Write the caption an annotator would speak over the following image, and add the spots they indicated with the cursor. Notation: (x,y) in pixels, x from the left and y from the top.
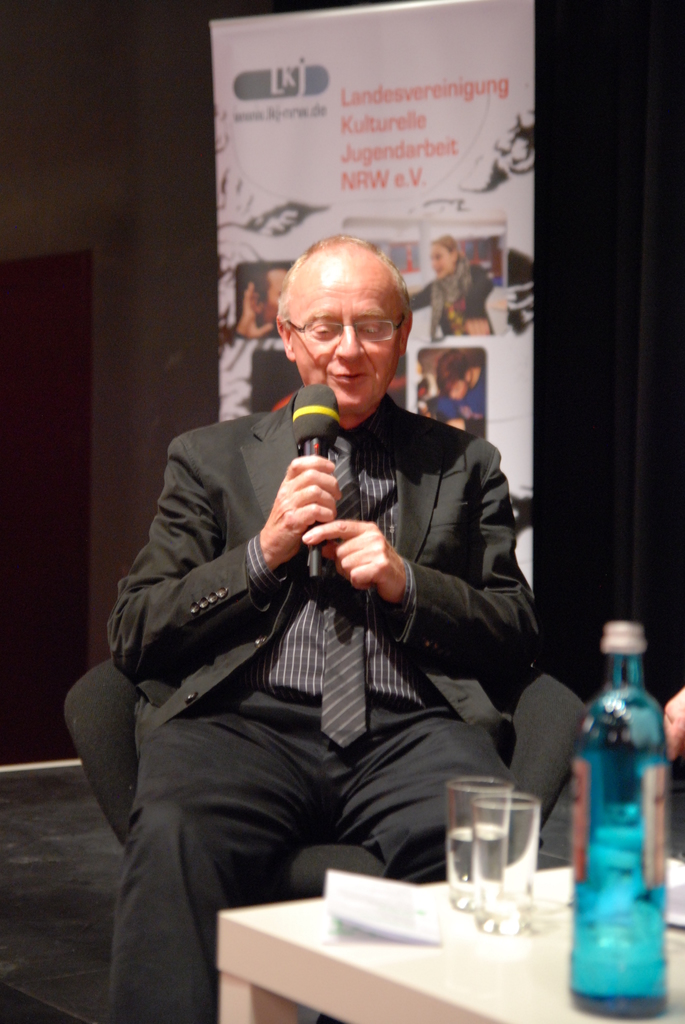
This image consist of a man (115,945) wearing blue shirt (305,625) and black suit (262,645). He is sitting in a chair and holding mic (303,428). In the background (91,150), there is a wall (128,128) and banner (446,225). In the front (441,958), there is a table (468,954) on which a bottle (595,796) and glasses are kept.
